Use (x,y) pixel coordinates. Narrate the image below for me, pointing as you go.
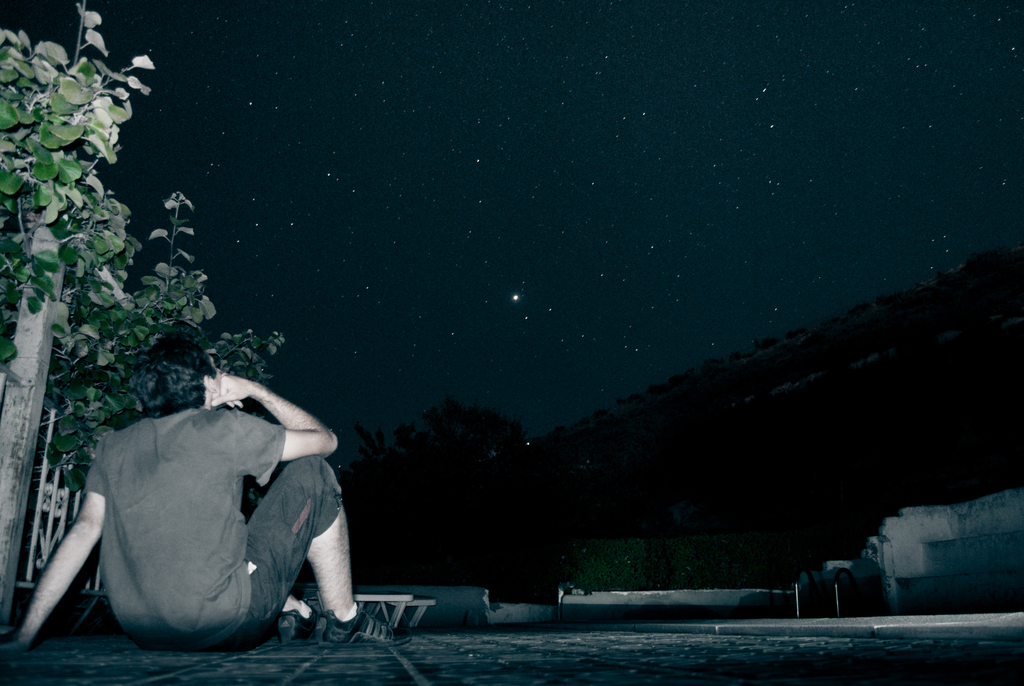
In this image there is a man (343,522) sitting on floor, beside him there is a plant (125,323), in the background (918,283) there is a mountain (627,425), sky (517,387) and stars (275,74).
